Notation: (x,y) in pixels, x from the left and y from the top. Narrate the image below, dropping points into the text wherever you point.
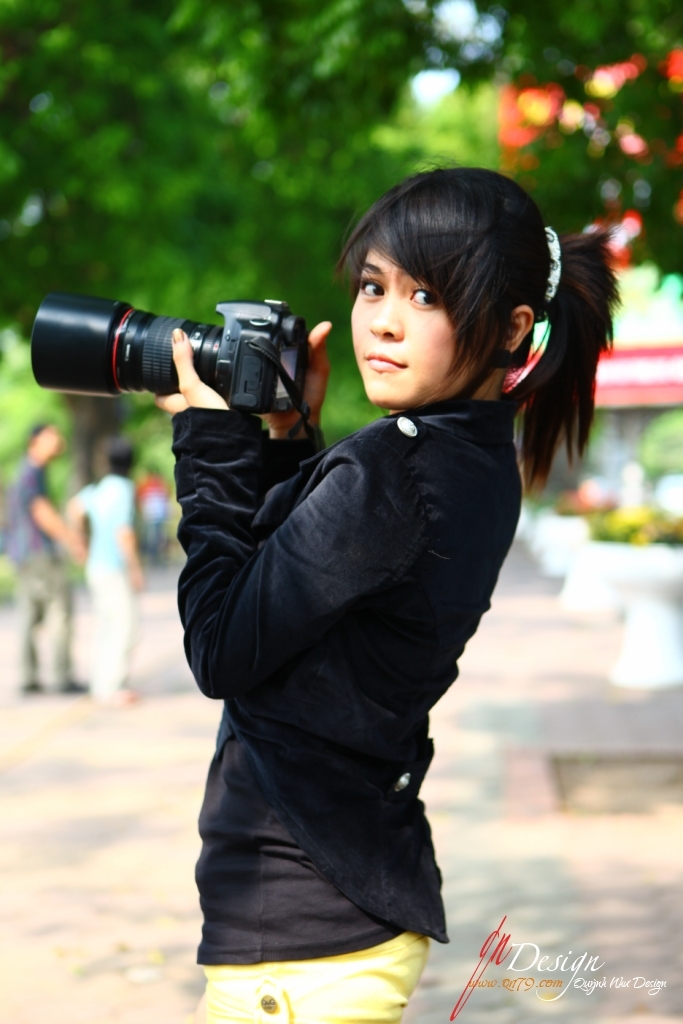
In this image I see a woman (411,853), who is holding a camera (126,385) and she is standing. In the background (5,472) I can see 3 persons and few trees (679,4) and the path (426,1005).
